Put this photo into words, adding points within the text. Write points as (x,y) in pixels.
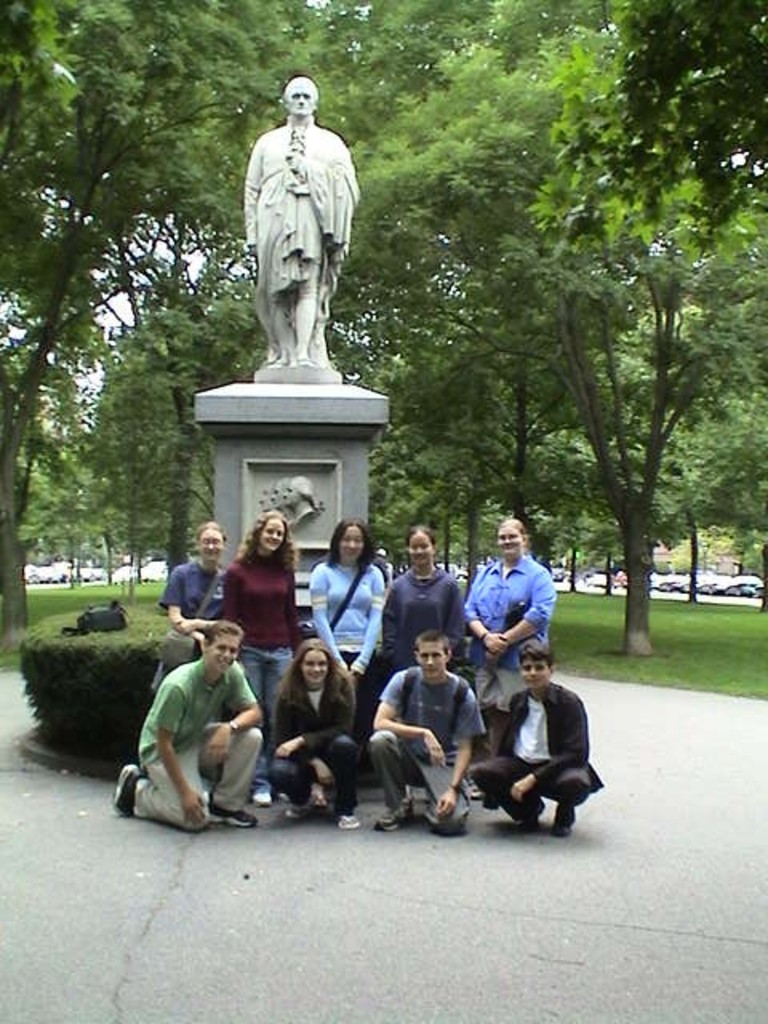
A group of people (312,664) are taking the photograph, behind them there is a statue (332,212), these are the green trees (82,163).
